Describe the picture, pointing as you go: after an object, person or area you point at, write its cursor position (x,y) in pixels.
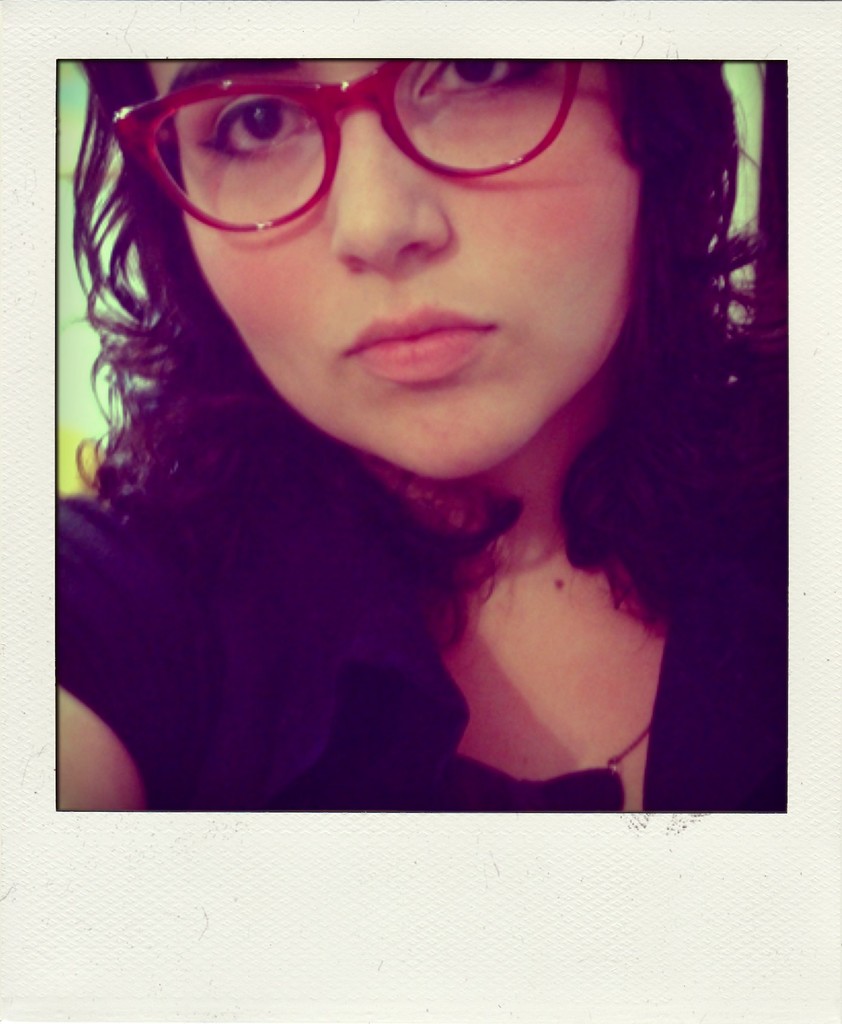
In this image I can see a woman (507,430) is looking at this side, she wore red color spectacles (480,171) and a black color t-shirt (342,678).
